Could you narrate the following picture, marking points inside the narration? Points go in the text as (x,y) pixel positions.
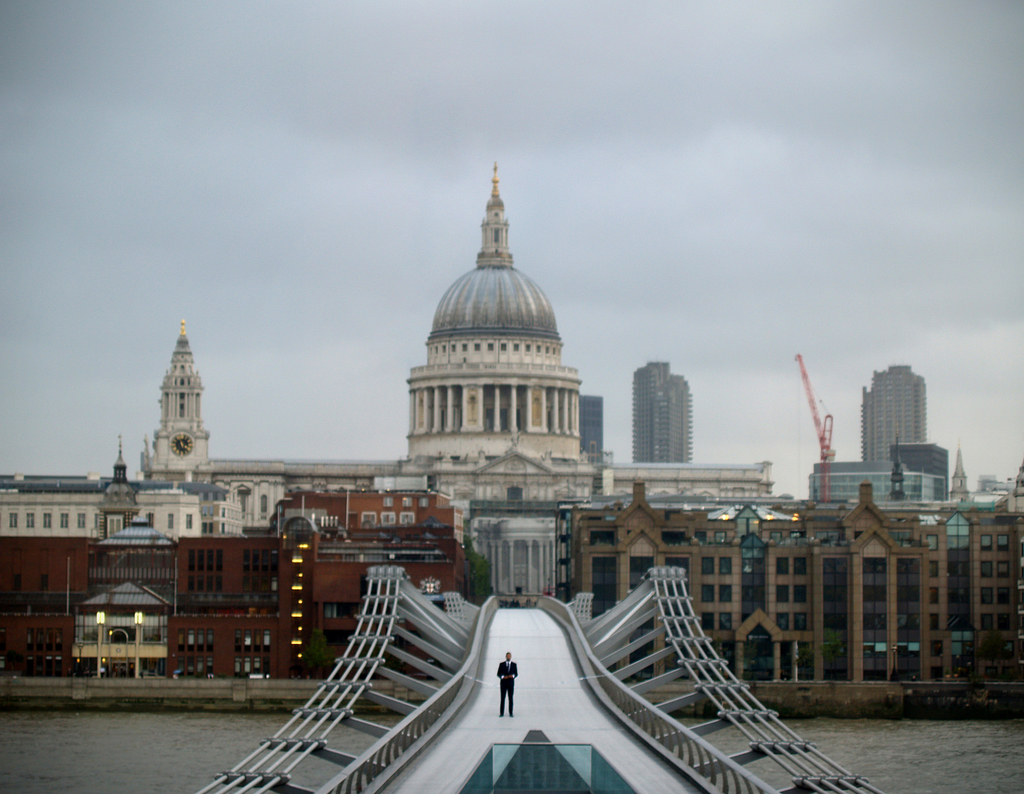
In this picture we can see a person (506,682) standing on a bridge (529,654). There is water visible under the bridge (543,668). There is a clock (189,443) visible in a white building (405,463). We can see some lights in the buildings (275,548). We can see a few buildings (251,566) and a crane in the background (353,551). Sky (319,347) is cloudy.
